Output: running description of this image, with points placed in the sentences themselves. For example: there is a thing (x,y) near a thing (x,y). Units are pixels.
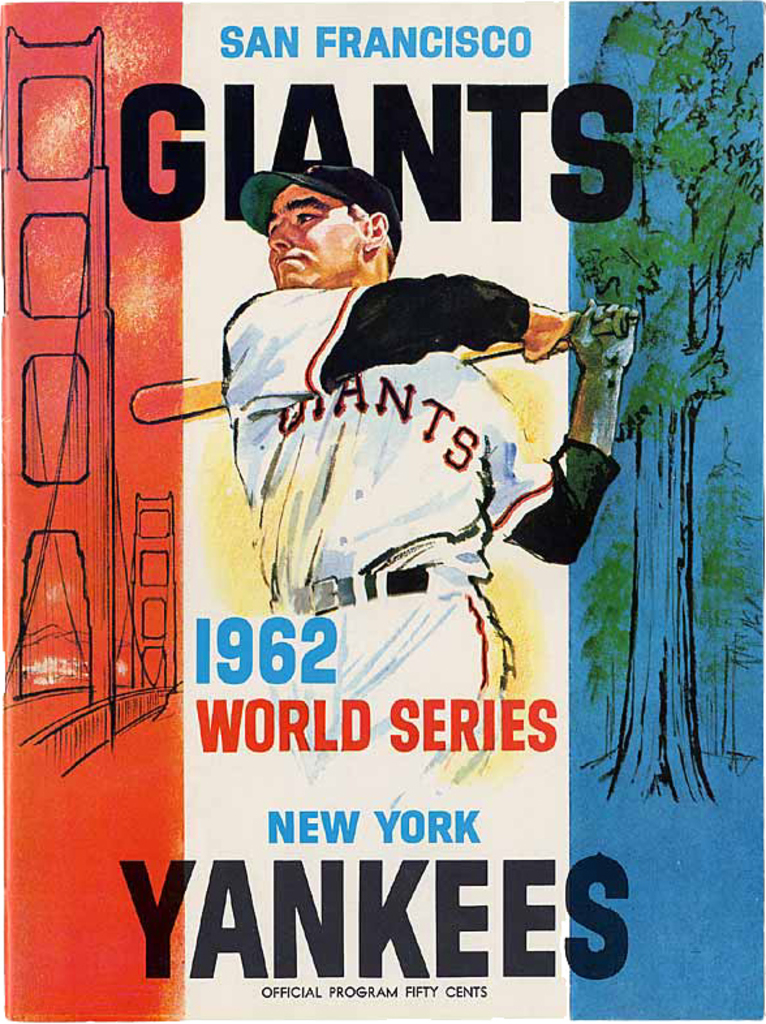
This is a poster in this image in the center (359,475) there is one person (336,422), and in the background (702,213) there are some trees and at the top (291,84) and bottom of the image (367,909) there is some text (154,940).
